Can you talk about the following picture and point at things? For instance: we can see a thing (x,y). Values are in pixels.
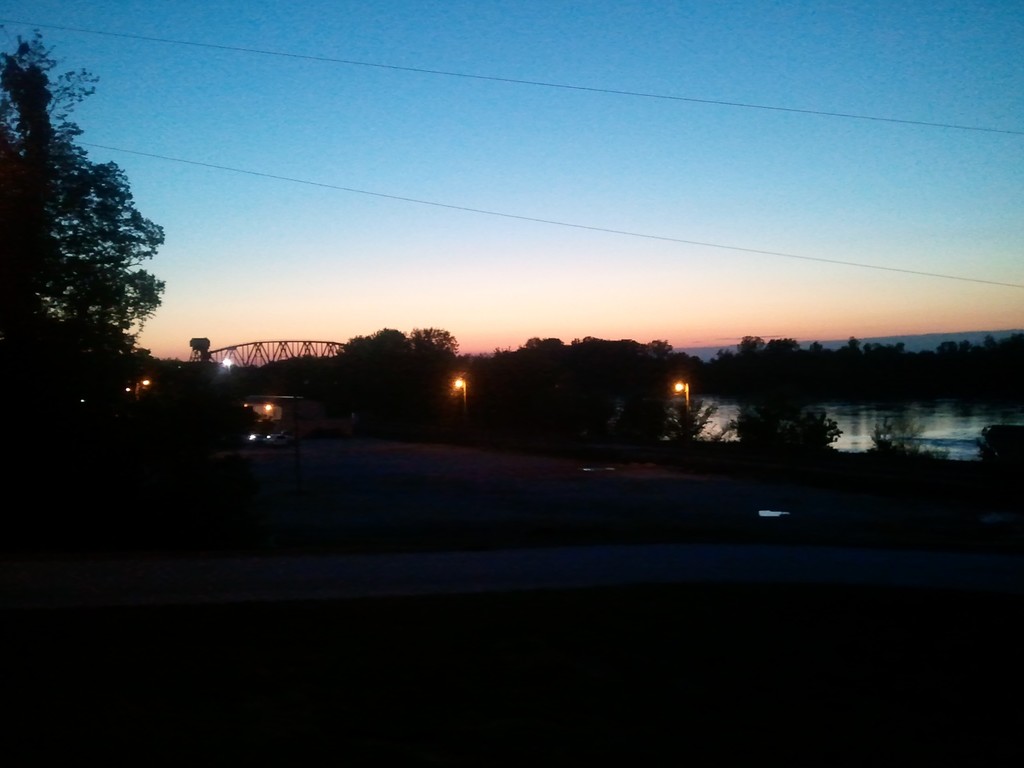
At the bottom (484,587), we see the road (485,568) and the grass (342,659). On the left side (140,356), we see the trees (128,409). In the middle (378,385), we see the trees (299,387), street lights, bridge (315,341) and the vehicles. On the right side (828,438), we see the trees (631,425), street lights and water (954,428). This water (867,411) might be in the pond (712,417). There are trees (749,374) in the background (617,344). At the top (525,156), we see the sky (615,136) and the wires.
